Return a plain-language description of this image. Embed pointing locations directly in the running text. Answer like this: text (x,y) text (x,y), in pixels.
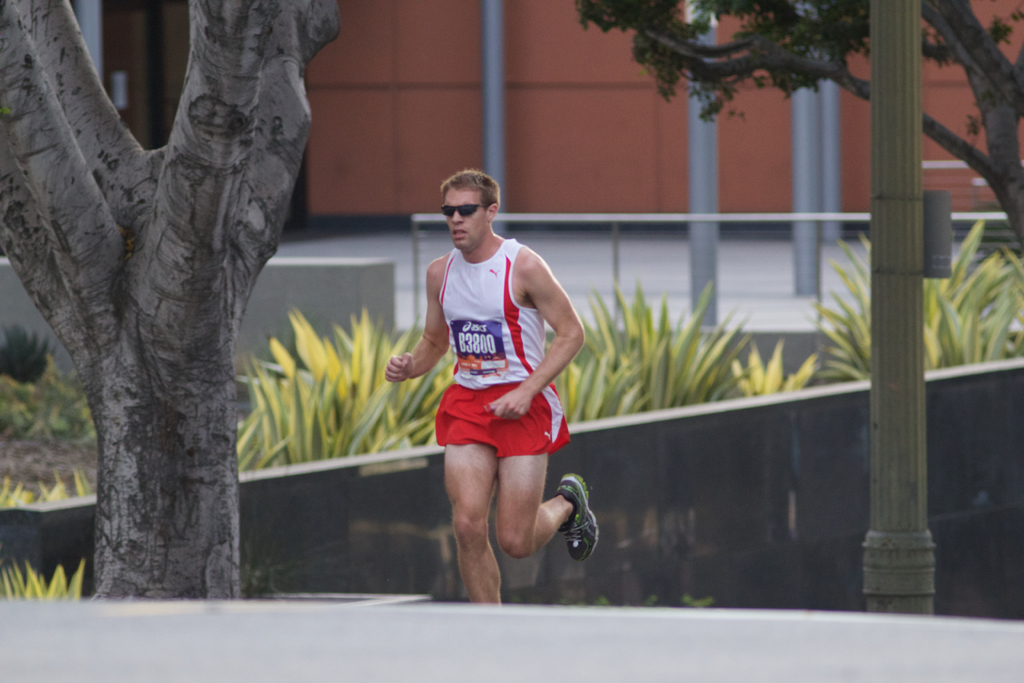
In the picture we can see a man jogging on the path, besides to him we can see trees (58,316), wall (320,512) and behind it, we can see some plants (719,342), railing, building walls (629,177) and some poles (800,281) beside it.
